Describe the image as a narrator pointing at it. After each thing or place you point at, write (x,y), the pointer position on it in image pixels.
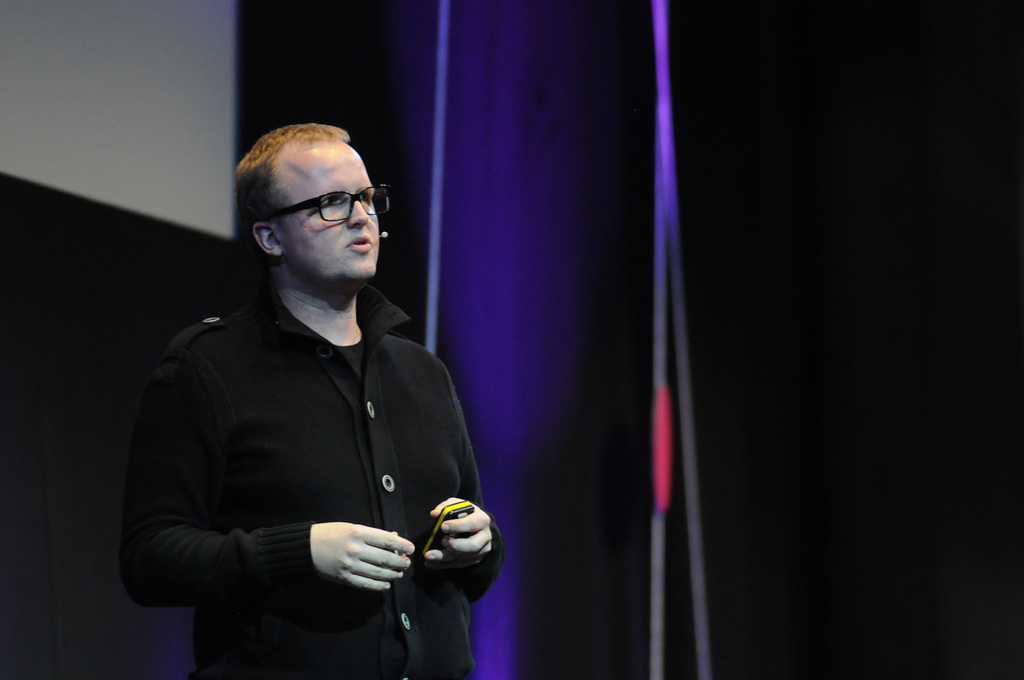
In this image we can see a person (298,490) standing and holding an object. In the background (586,242), we can see the curtains (622,274) and the wall (130,183).
